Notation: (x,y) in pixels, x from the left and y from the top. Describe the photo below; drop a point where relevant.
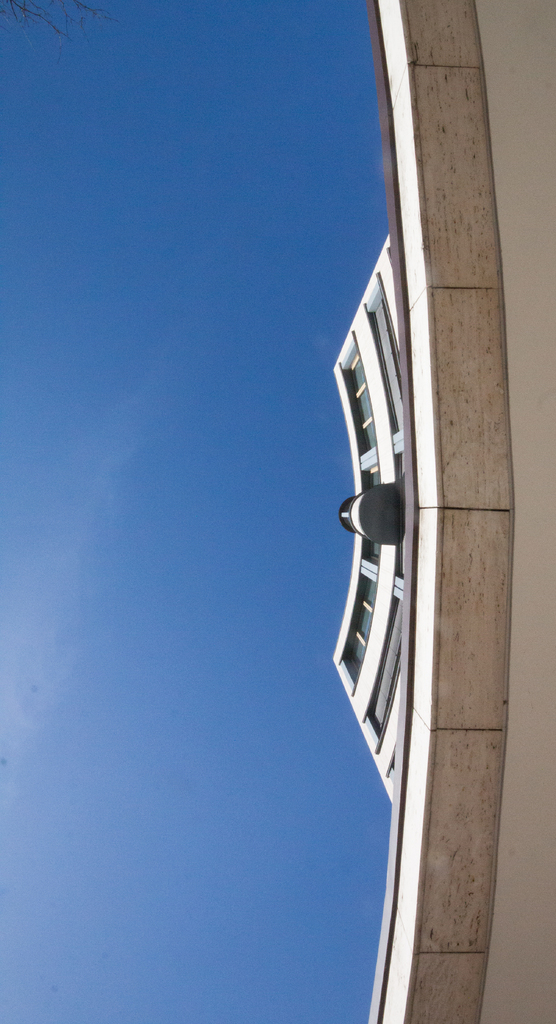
In this image on the right side (444,488) there is a building (478,577).
